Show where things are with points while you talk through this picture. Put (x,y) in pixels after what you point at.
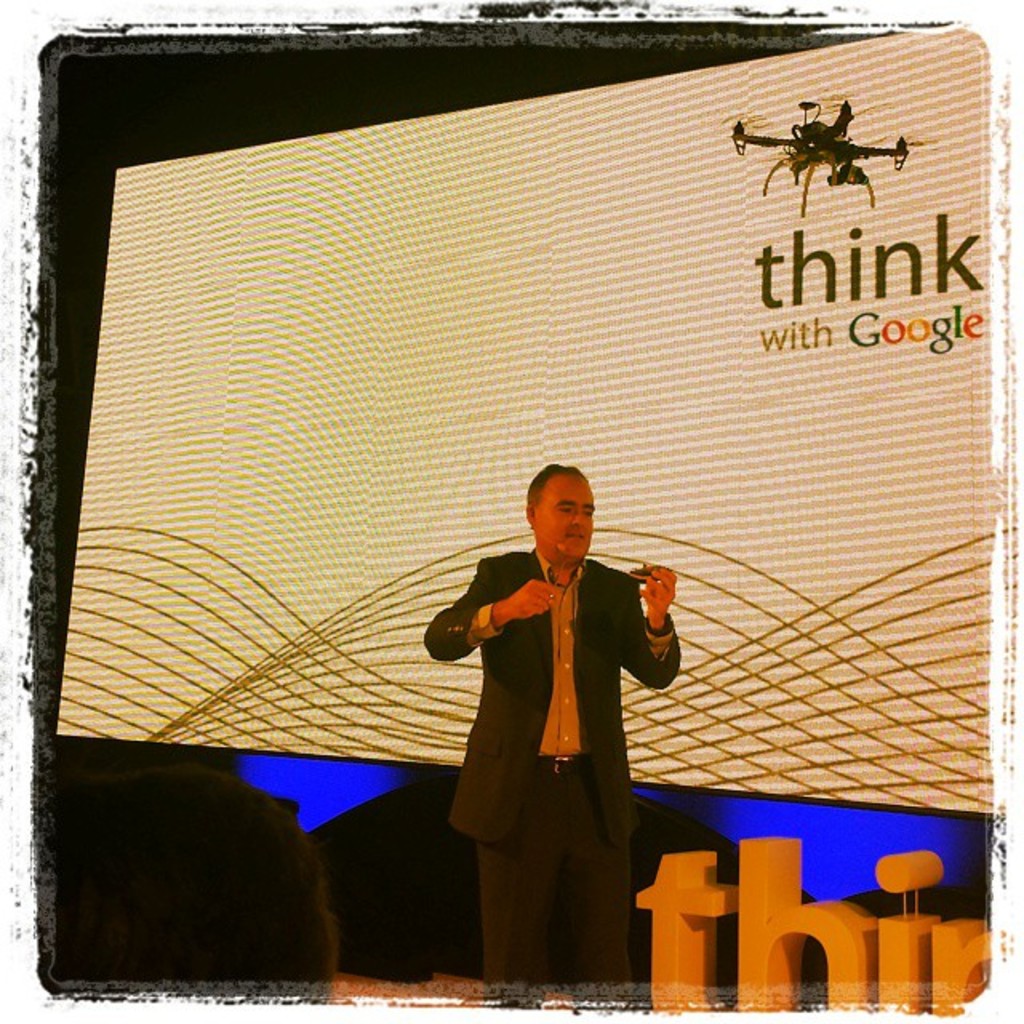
There is a man (517,661) standing and talking, behind this man (610,574) we can see screen (361,373), left side of the image (126,937) we can see person head (269,949). In the background (409,904) it is dark.
